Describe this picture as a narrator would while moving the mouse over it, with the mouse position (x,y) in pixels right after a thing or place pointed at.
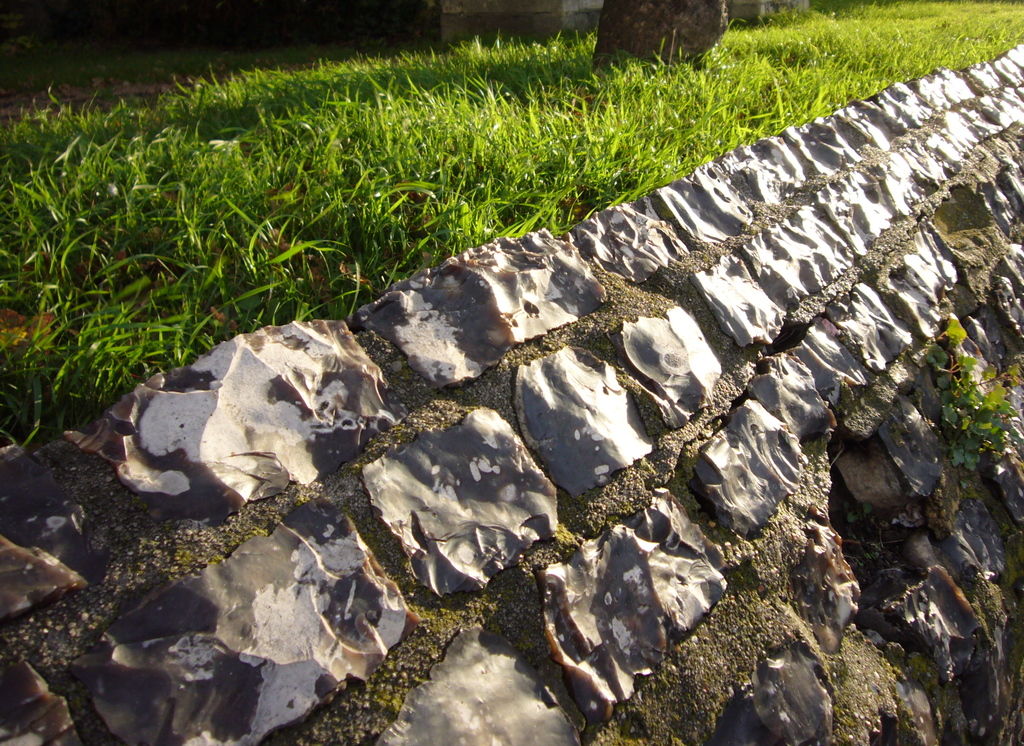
In this image we can see grass (468,93) and other objects (441,9). At the bottom of the image (420,533) there is a plant (942,354) and they are looking like stones (657,504) on a surface (884,443).
